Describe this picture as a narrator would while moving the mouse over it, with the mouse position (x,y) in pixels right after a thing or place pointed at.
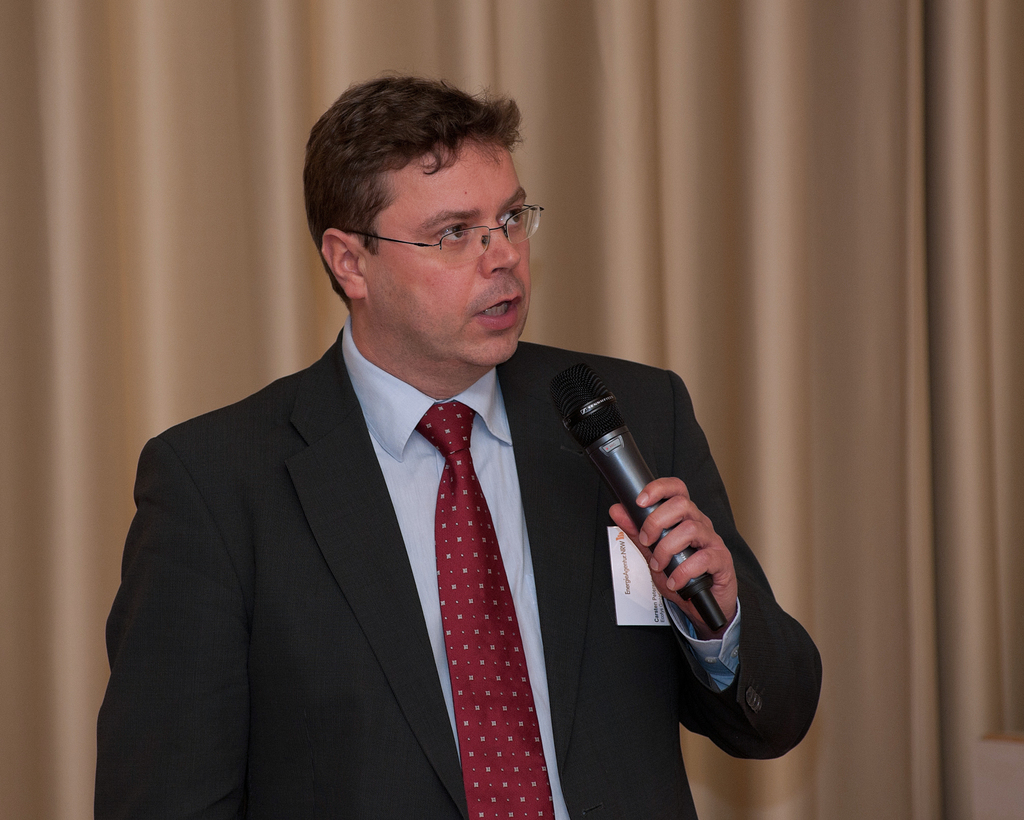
In this image i can see a man (505,341) talking holding a microphone (619,430). At the background (676,274) i can see a curtain (838,557).
